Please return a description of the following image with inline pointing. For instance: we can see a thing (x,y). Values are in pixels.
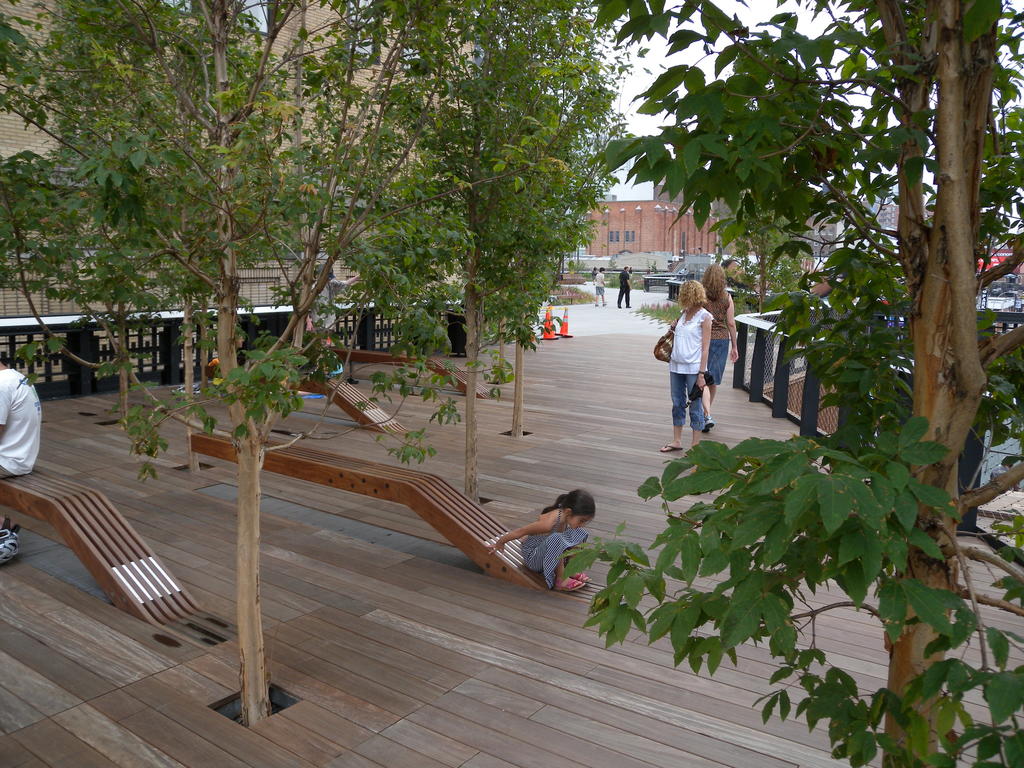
The image is outside of the city (657,257). In the image there are group (700,381) of people standing and walking, in middle (358,477) there is a kid (533,539) sitting on a bench (422,494). On right side (880,419) and left side (323,182) we can see trees (734,245) and buildings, in background (690,224) there is a red color building (638,228) and sky (622,80) is on top (629,123).
